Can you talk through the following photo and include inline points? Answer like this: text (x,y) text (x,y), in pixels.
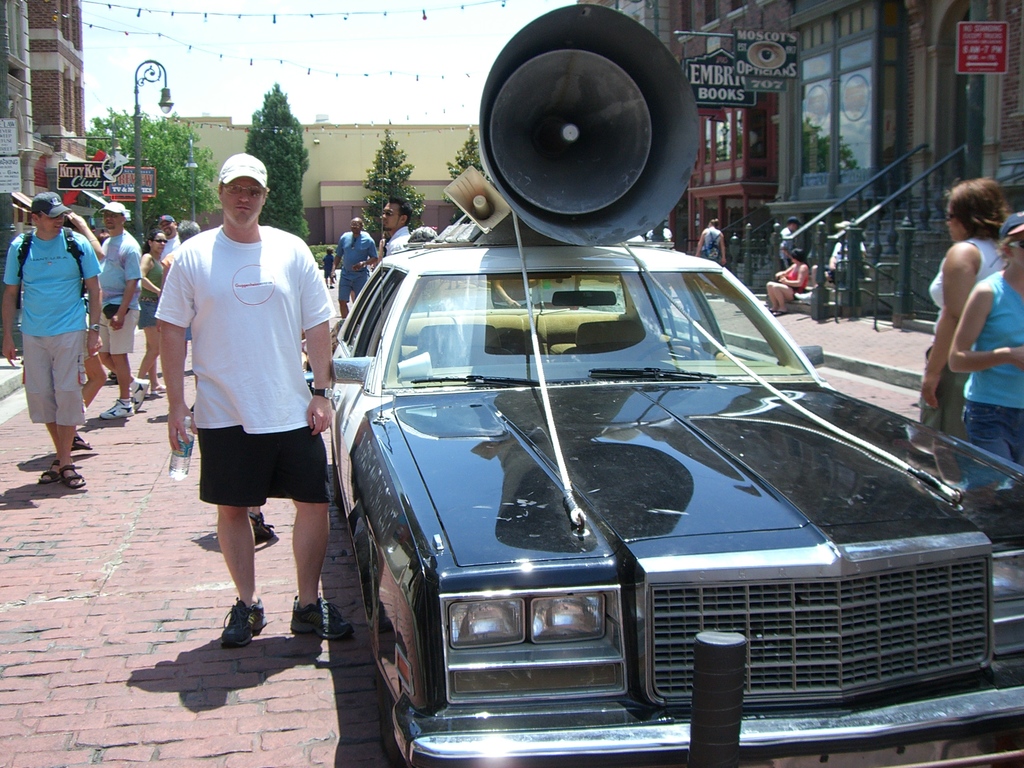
There is a car (563,424). On the car (634,506) there are megaphones (516,200). There are many people (213,236). Some are wearing caps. On the sides there are buildings (25,122) with name boards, steps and railings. There is a light pole (142,120). In the background (275,128) there are trees (387,163), building (379,128) and sky (386,69).
